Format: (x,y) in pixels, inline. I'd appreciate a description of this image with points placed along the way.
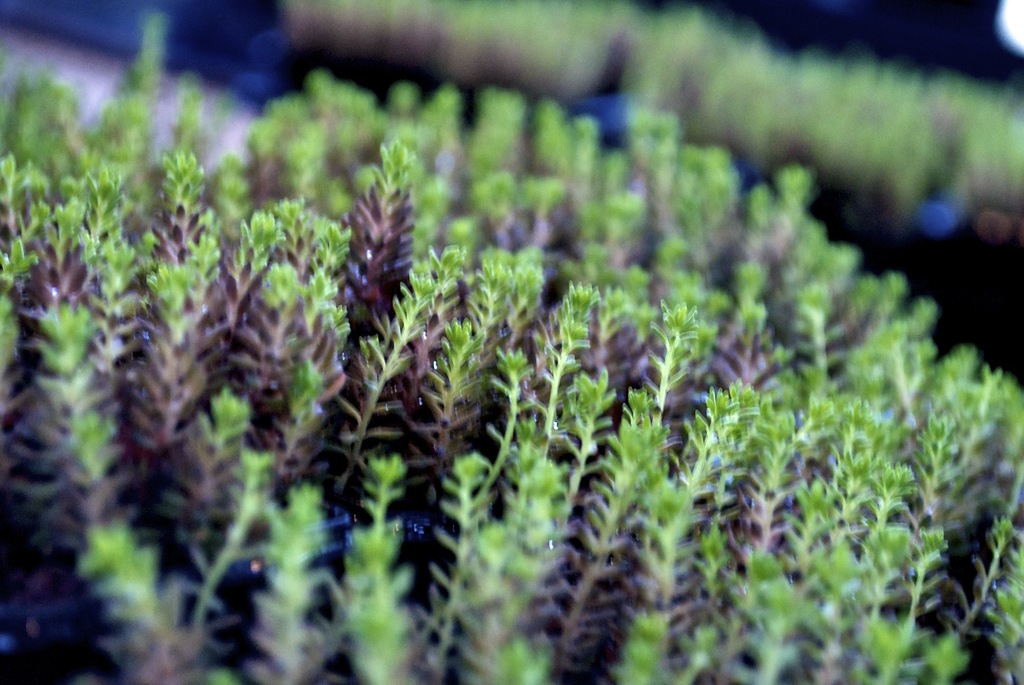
In this image we can see some plants (501,319).
